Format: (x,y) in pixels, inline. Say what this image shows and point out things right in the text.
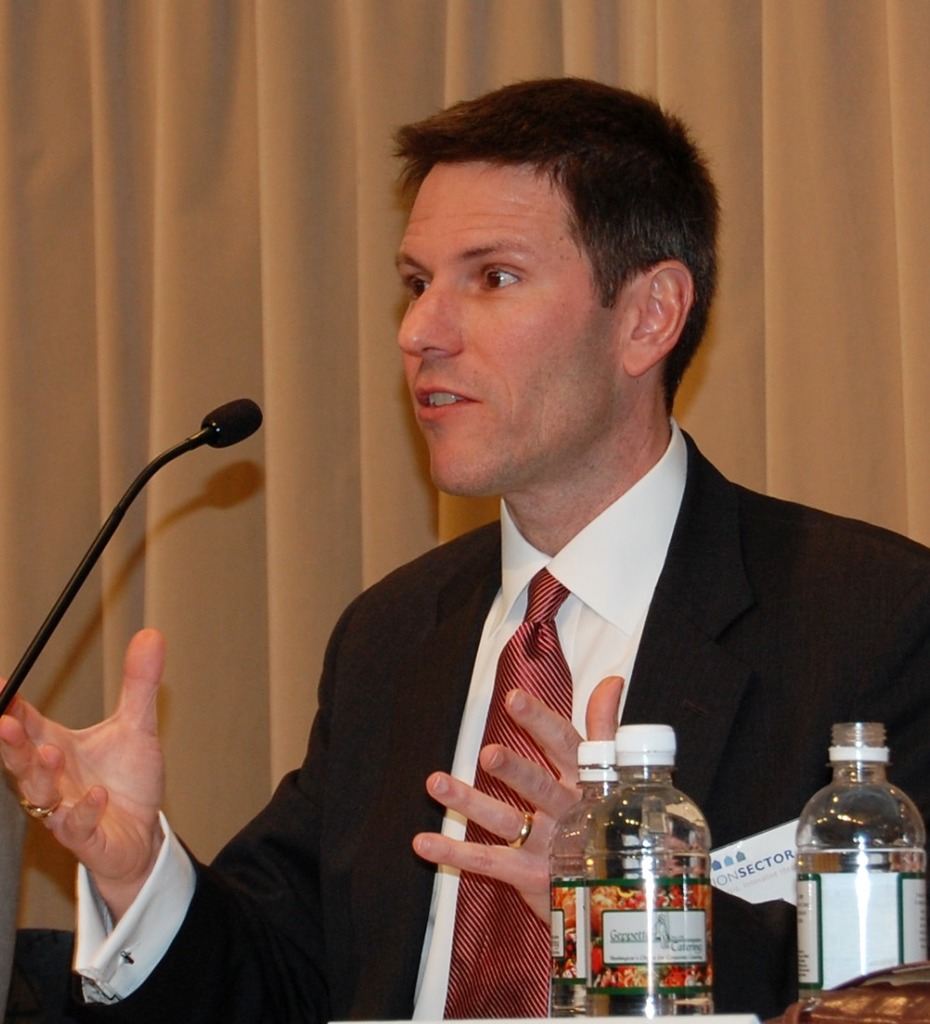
In this image we can see a man (557,601) speaking something in front of a microphone (231,412) as we can see his mouth (440,416), in front (625,916) there are water bottles (600,864), in the background (314,417) we can see curtain (188,160).
